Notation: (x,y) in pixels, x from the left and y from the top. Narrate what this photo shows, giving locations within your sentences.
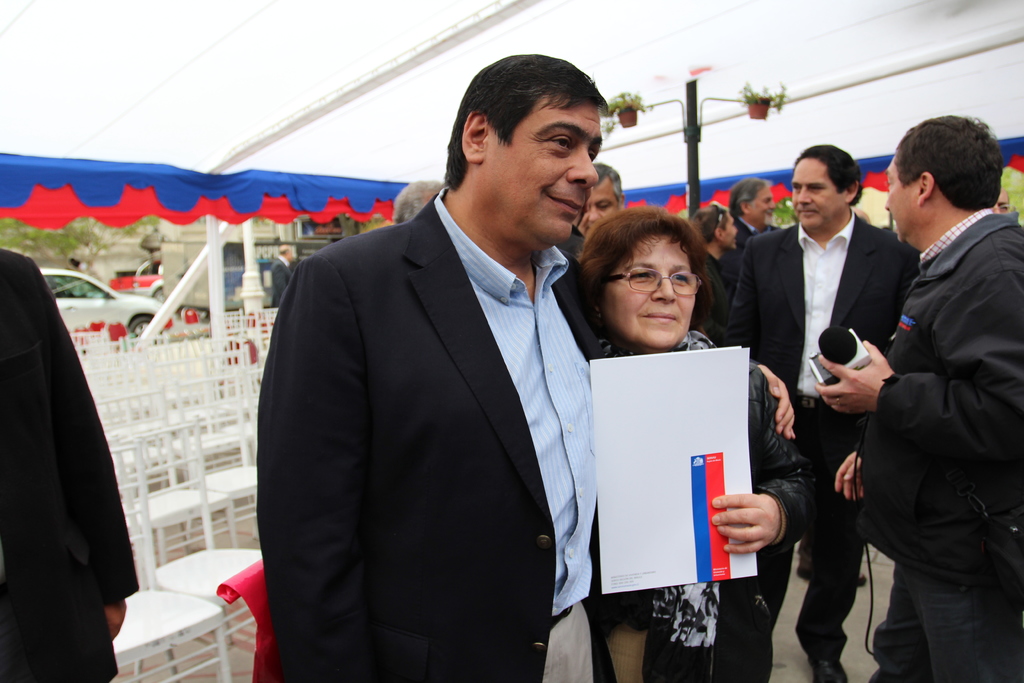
In this picture there is a man (503,243) standing and smiling and there is a woman (697,264) standing and holding the paper (703,558). On the right side of the image (969,639) there is a man (938,631) standing and holding the microphone (825,330). At the back (785,307) there are group of people (790,242) under the tent (746,144). On the left side of the image (78,304) there are chairs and there are vehicles (93,300) and there is a building (304,243) and there are trees (59,252). At the bottom (801,656) there is a floor (788,650).
